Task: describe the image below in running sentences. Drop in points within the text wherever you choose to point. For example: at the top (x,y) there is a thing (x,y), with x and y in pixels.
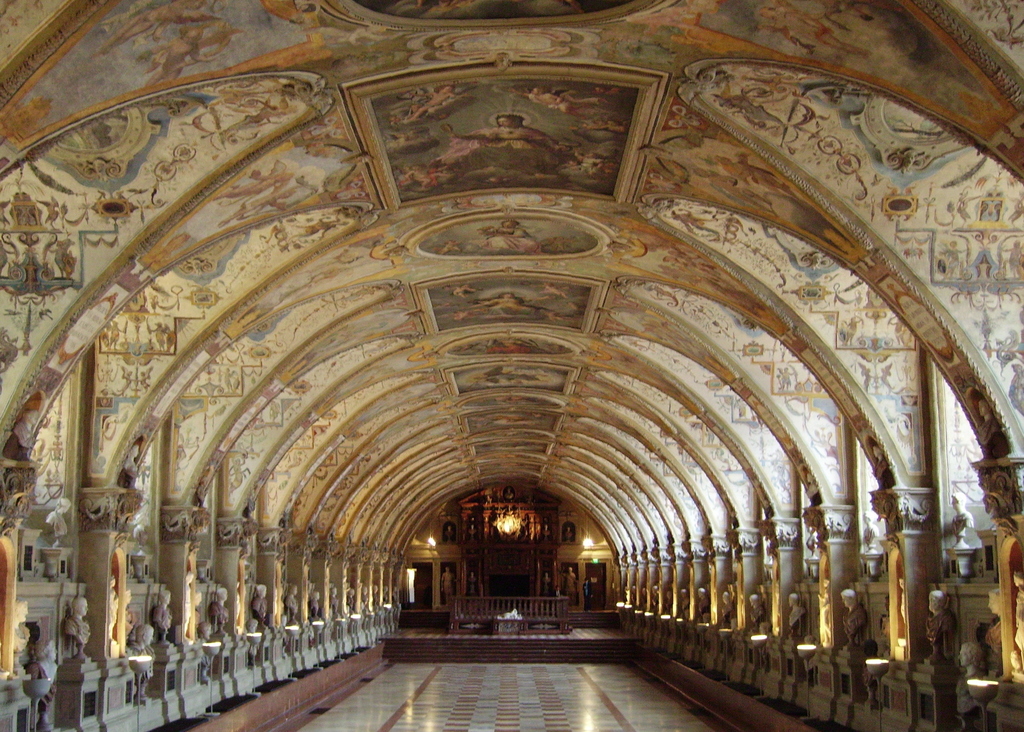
In the middle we can see floor (389,729). To either side of the floor (430,716) we can see sculptures (80,601) on the platforms (286,668) and there are stands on the floor (372,671). There are frames (494,362), pictures (149,209) on the roof top (197,442). In the background (507,576) we can see statues (569,532), wall (435,547), lights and other objects (478,523).
